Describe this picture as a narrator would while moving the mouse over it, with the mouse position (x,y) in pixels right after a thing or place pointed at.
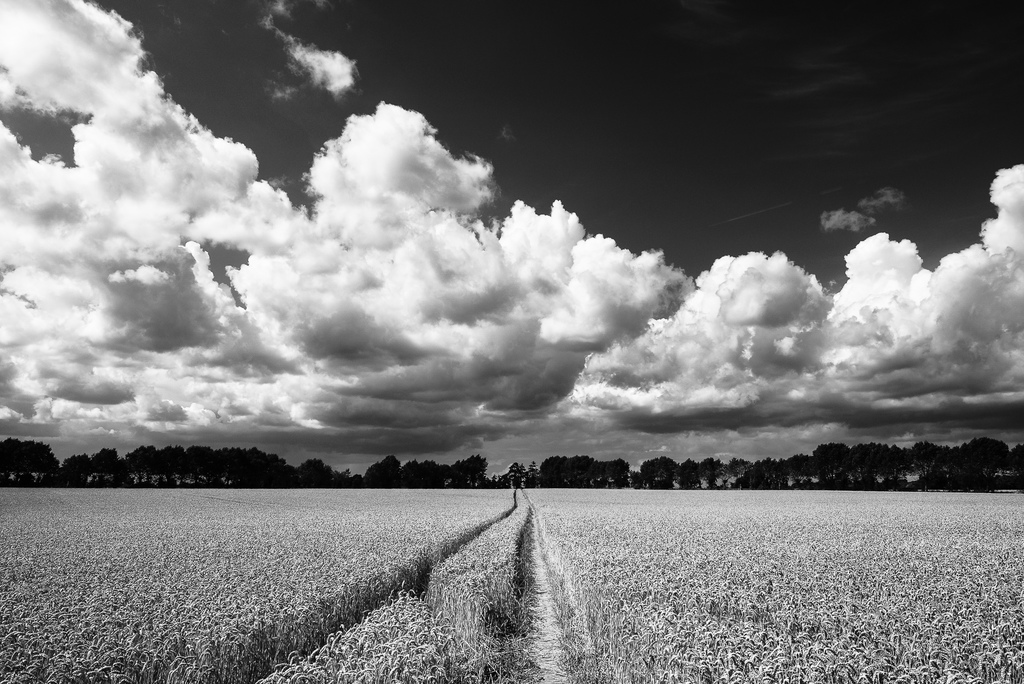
In this picture I can see the field (422,569) in front (128,677) and in the background (202,460) I can see number of trees (945,462) and I can see the cloudy sky (449,166).
